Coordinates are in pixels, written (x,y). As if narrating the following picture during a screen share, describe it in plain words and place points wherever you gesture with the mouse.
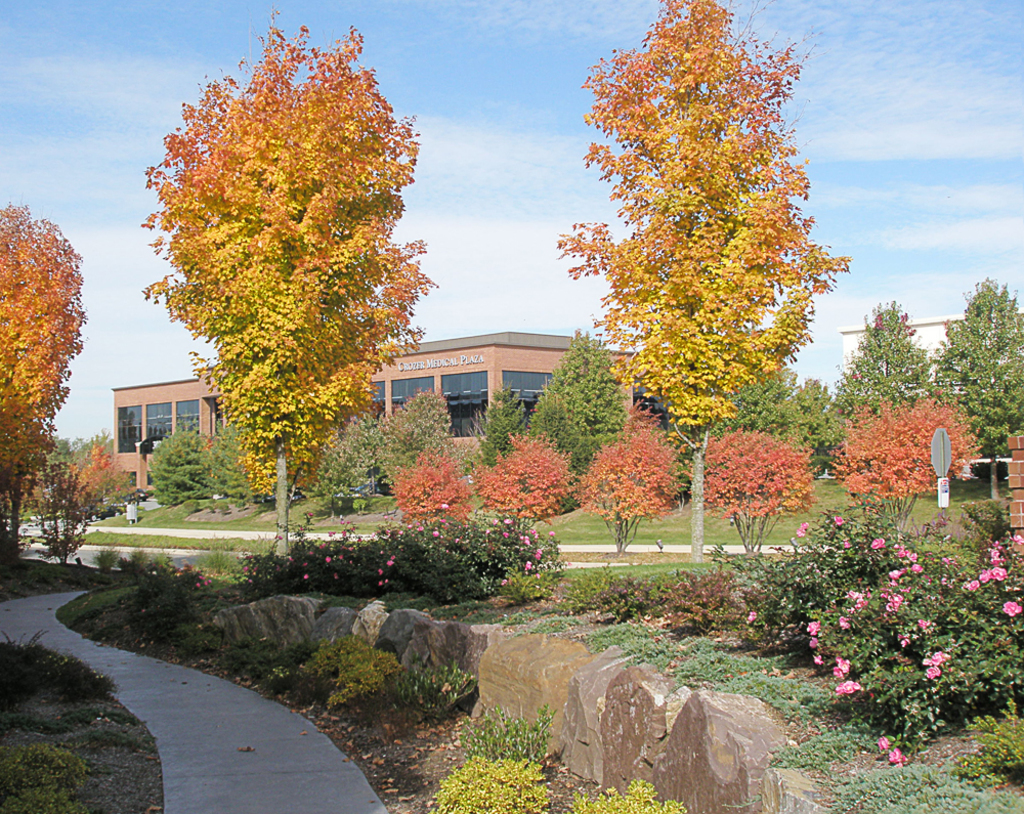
In this image we can see plants (402,530), trees (437,425) and grassy land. Left bottom of the image (200,718) road (200,718) is there. Background of the image (494,366) building (502,379) is present. The sky (475,61) is in blue color with little clouds (519,258).
